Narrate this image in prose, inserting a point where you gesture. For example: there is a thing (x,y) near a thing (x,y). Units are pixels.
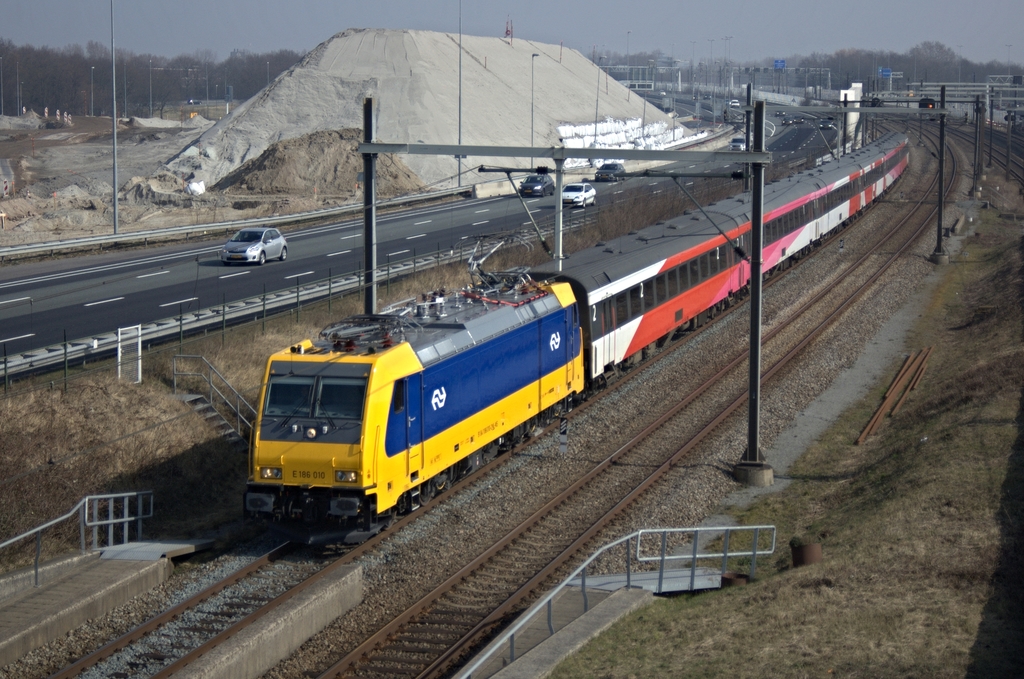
In this image I can see the colorful train (457,420) on the track (512,463). To the side of the train (550,327) I can see the poles (372,229) and the road (296,264). On the road (414,228) I can see the vehicles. In the background (304,137) I can see the sand (289,123), many trees (185,75) and the sky (656,31).
